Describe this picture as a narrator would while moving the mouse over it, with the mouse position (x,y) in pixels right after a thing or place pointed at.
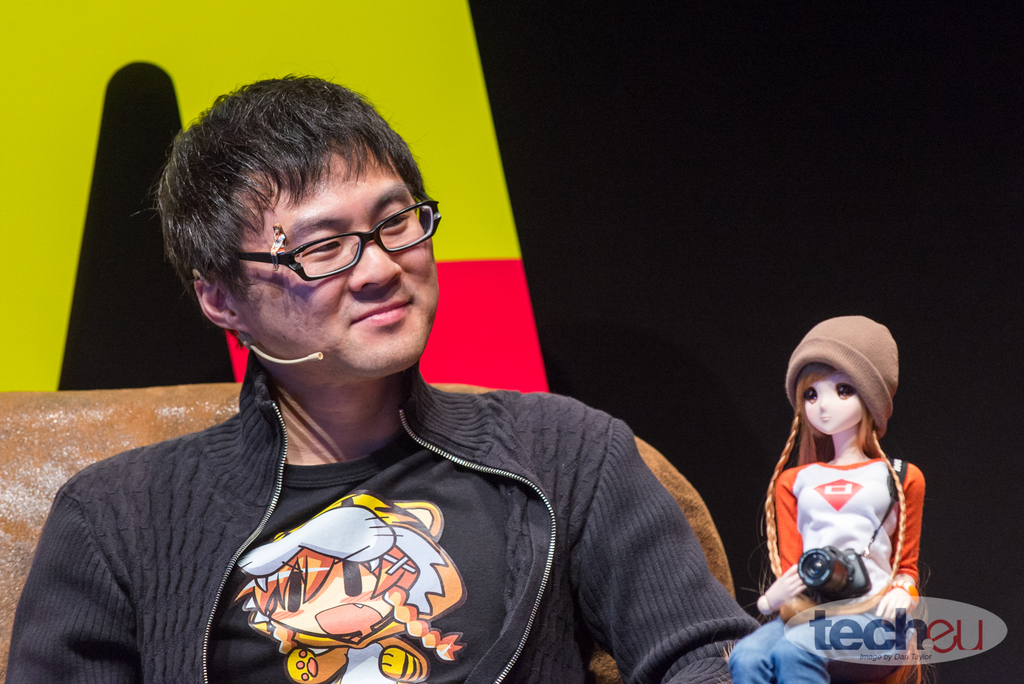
In this image I can see the person (168,179) is sitting and wearing black color dress (340,497). I can see the toy person (783,480) and the background (944,164) is in black, red and green color.
